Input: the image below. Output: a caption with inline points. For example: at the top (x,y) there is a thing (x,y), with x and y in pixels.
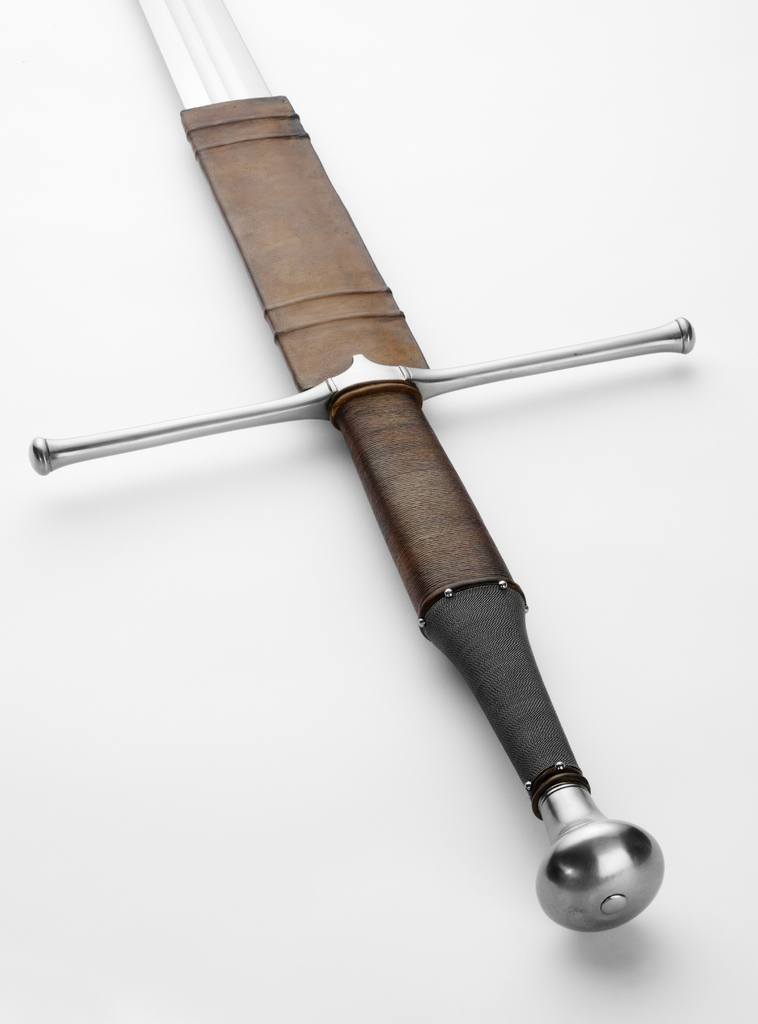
In this image we can see a sword (314,288) and the background (274,744) is white.
